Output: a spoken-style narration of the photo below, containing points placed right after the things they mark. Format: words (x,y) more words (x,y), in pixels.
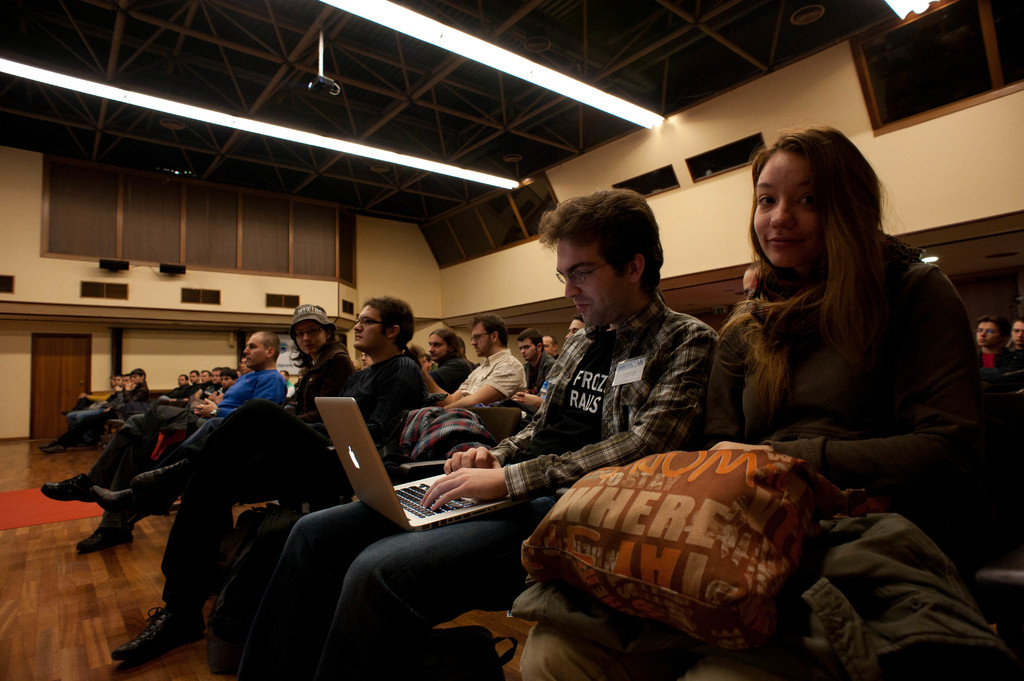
In the picture we can see many people (538,438) in the hall (12,580) on the chairs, some are holding bags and some doing the work in the laptops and some are talking to each other, in the background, we can see a wall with a door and to the ceiling (68,95) we can see a light (454,166).
